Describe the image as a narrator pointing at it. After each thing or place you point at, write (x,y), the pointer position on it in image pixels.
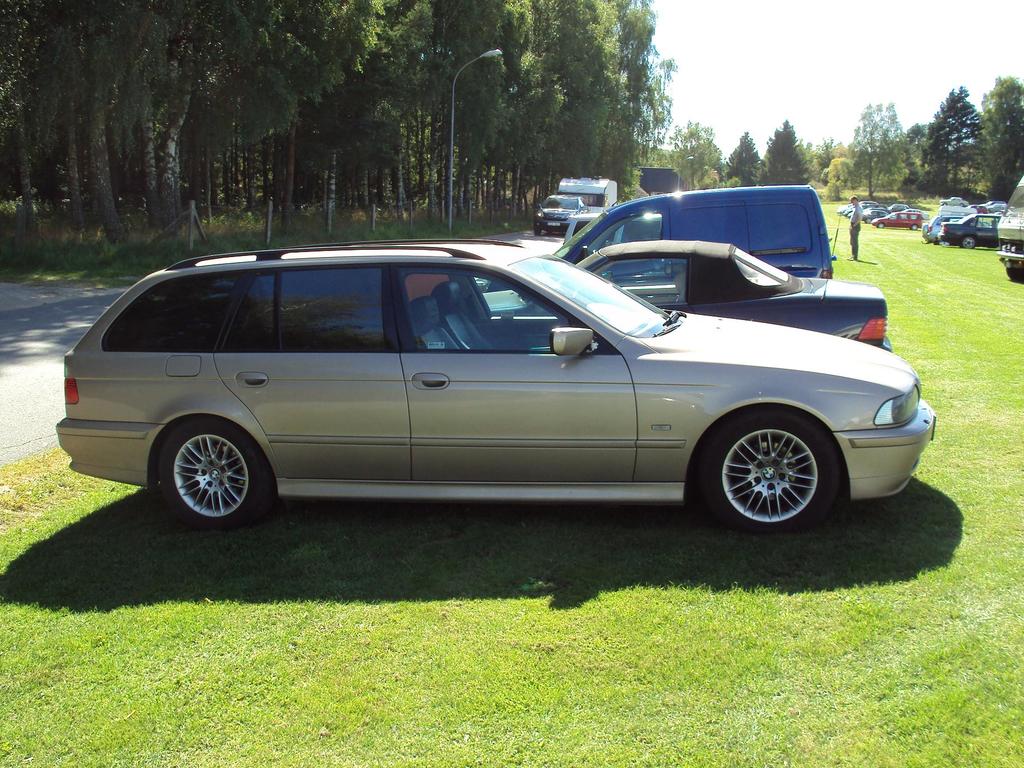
In this picture we can see many vehicles (989,232) on the ground (976,598). There is a man (853,225) who is standing near to the vehicle (743,237). We can see truck (584,191) and car (540,219) on the road (534,232), beside that there is a street light (449,182). In the background (584,82) we can see many trees (526,158). On the bottom (754,647) we can see grass (754,647). On the top right (864,57) there is a sky (822,60).
